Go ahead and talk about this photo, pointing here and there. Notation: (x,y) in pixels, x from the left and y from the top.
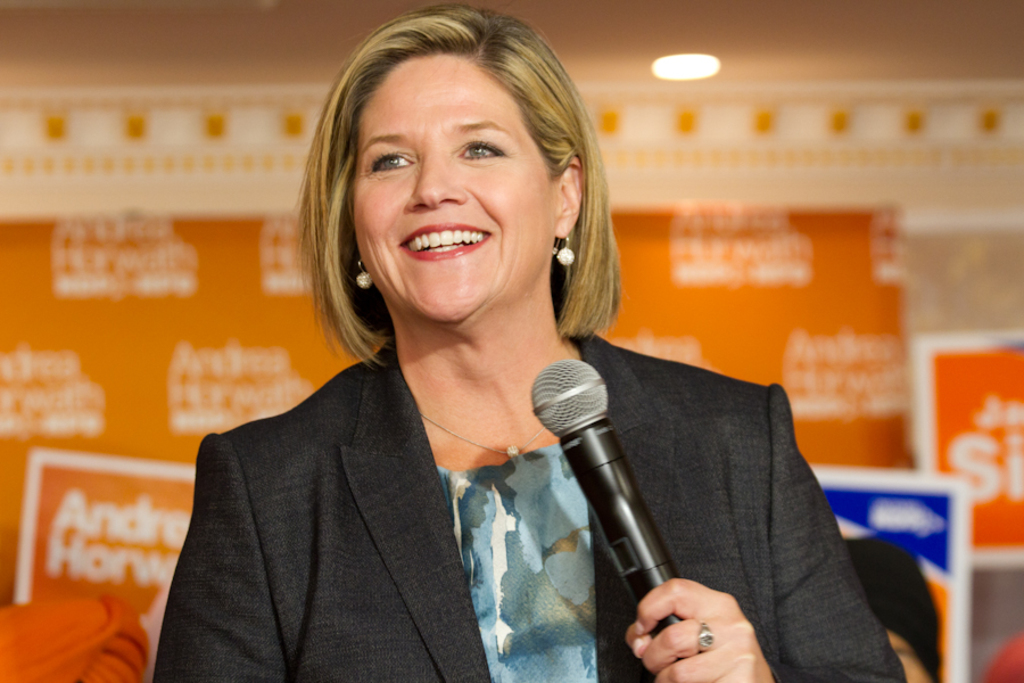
In this image there is a lady person (363,463) wearing a black color suit (681,371) holding a microphone (634,548) in her left hand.
